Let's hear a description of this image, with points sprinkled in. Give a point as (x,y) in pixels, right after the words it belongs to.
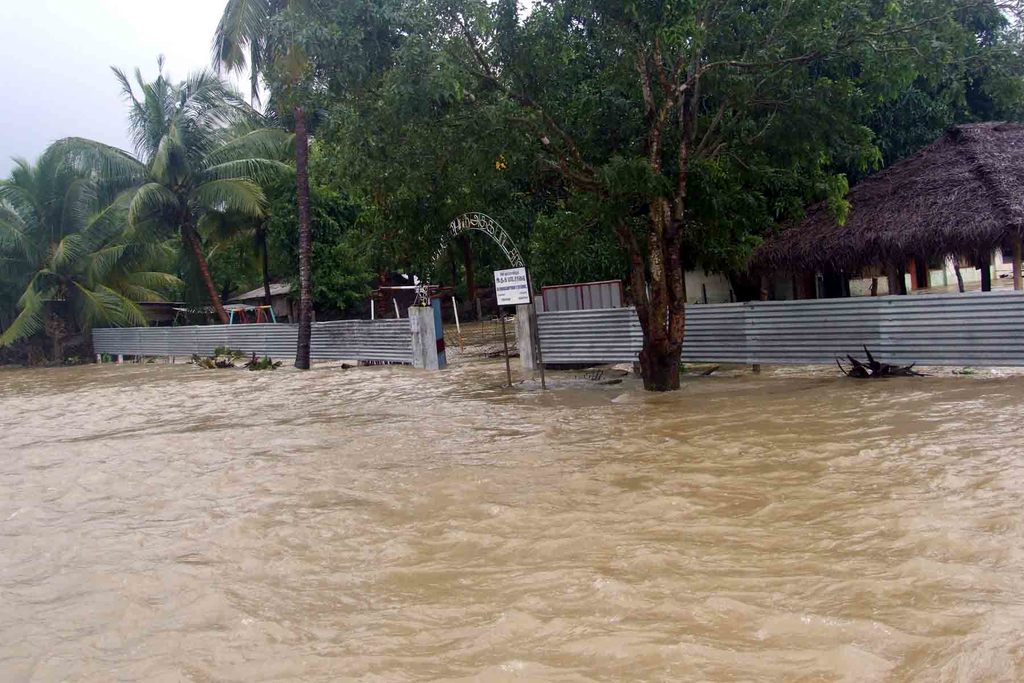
There is water (501,392) in the foreground area of the image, there is a poster (520,285), metal sheets (544,293), it seems like huts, trees (664,340) and sky (113,47) in the background (665,348).
